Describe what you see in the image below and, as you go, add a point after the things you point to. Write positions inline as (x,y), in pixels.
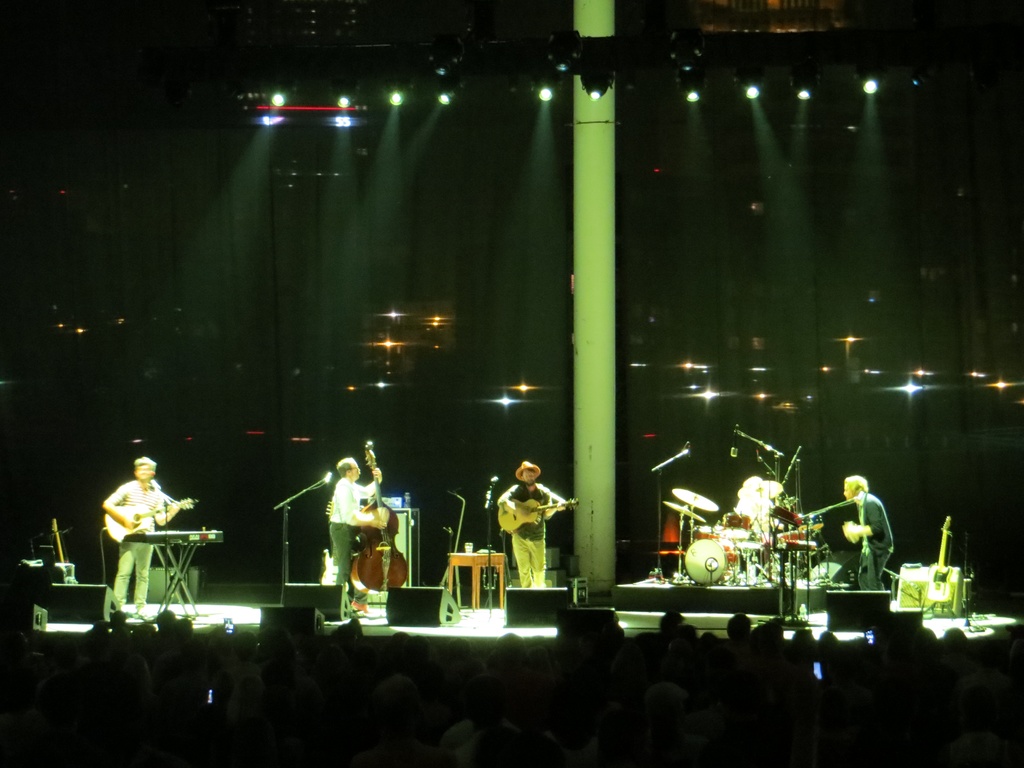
In this picture there are few persons (533,526) playing musical instruments (689,508) and there are few audience (601,691) in front of them.
